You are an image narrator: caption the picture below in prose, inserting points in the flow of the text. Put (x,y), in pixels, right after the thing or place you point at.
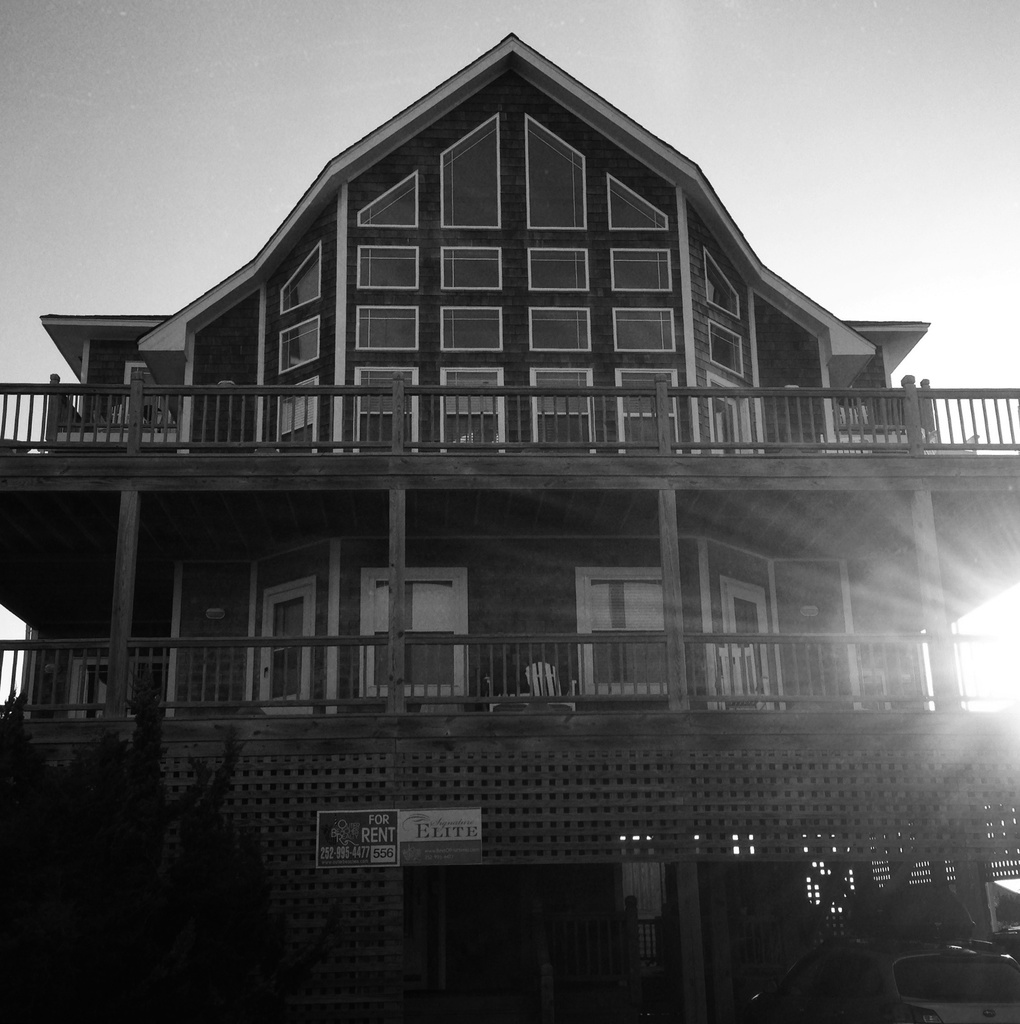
In the picture I can see the house (516,287) and glass windows (386,327). I can see the wooden fence (758,442) and wooden grill fence (385,765) of the building (495,448). There are trees (143,852) on the bottom left side (213,852). I can see a car (965,1006) on the bottom right side of the picture (937,941). The sky (196,157) is clear.
